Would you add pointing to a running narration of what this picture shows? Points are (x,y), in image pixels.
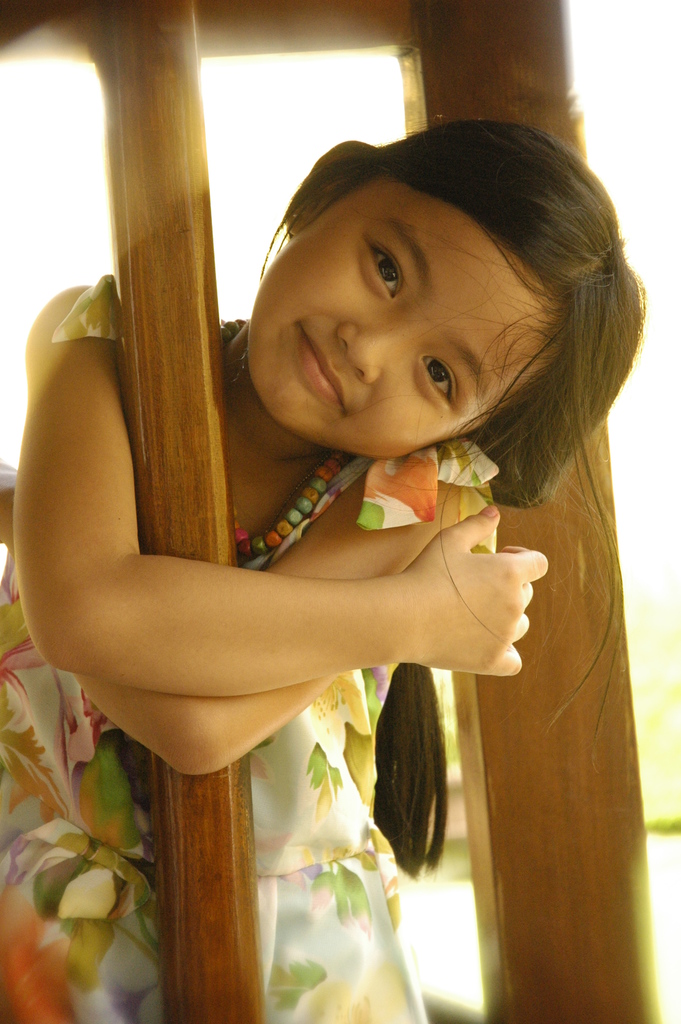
Here we can see a girl (467,246) and she is smiling. There are wooden sticks (599,851) and there is a blur background (671,744).
